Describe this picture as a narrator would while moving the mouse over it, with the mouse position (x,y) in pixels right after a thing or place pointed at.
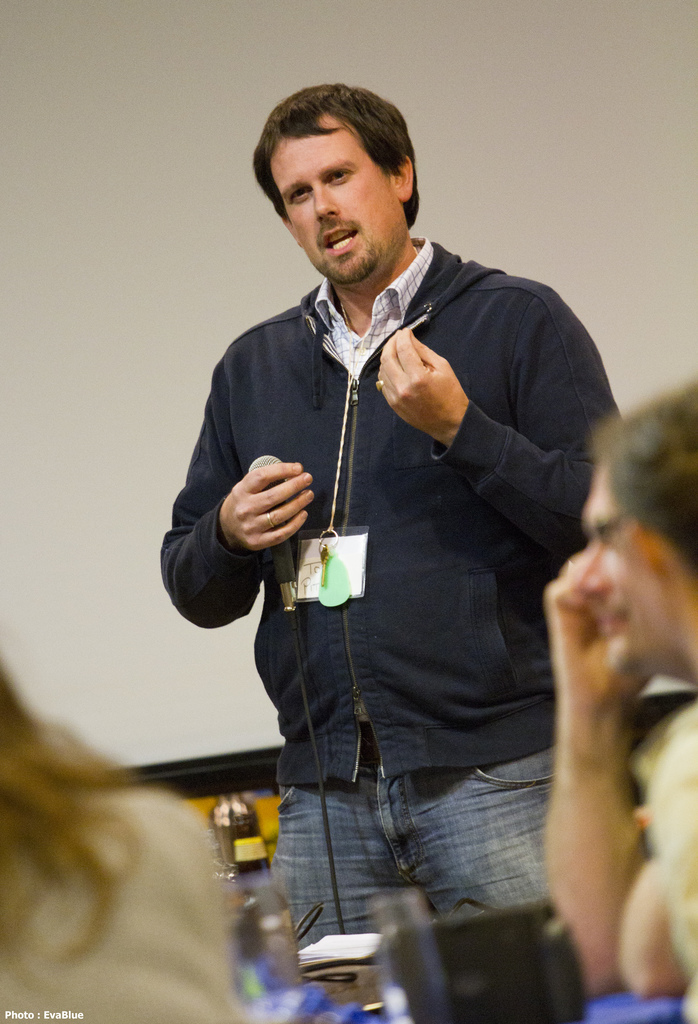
There is a person (409,671) standing and talking. He is holding the mike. There are two persons (580,867) sitting. This looks like a table (324,971) with some objects (303,934) on it.
